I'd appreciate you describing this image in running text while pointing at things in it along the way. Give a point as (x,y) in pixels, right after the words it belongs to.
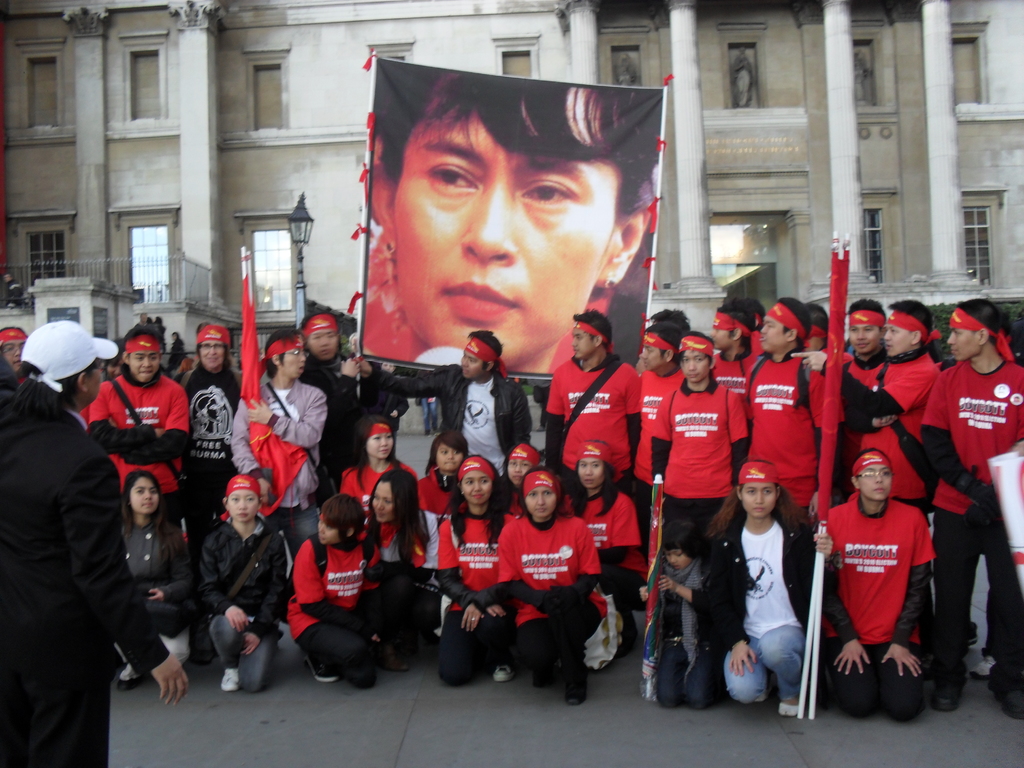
In this image we can see a group of people (469,398) standing. In that two men (485,358) are holding a banner (615,138) of a person (433,287). On the bottom of the image (506,590) we can see some people (500,595) sitting. In that a woman (711,566) and a child (698,573) are holding sticks (659,591). On the backside (127,163) we can see a building (235,172) with windows (268,233) and pillars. We can also see a street lamp (298,258).
